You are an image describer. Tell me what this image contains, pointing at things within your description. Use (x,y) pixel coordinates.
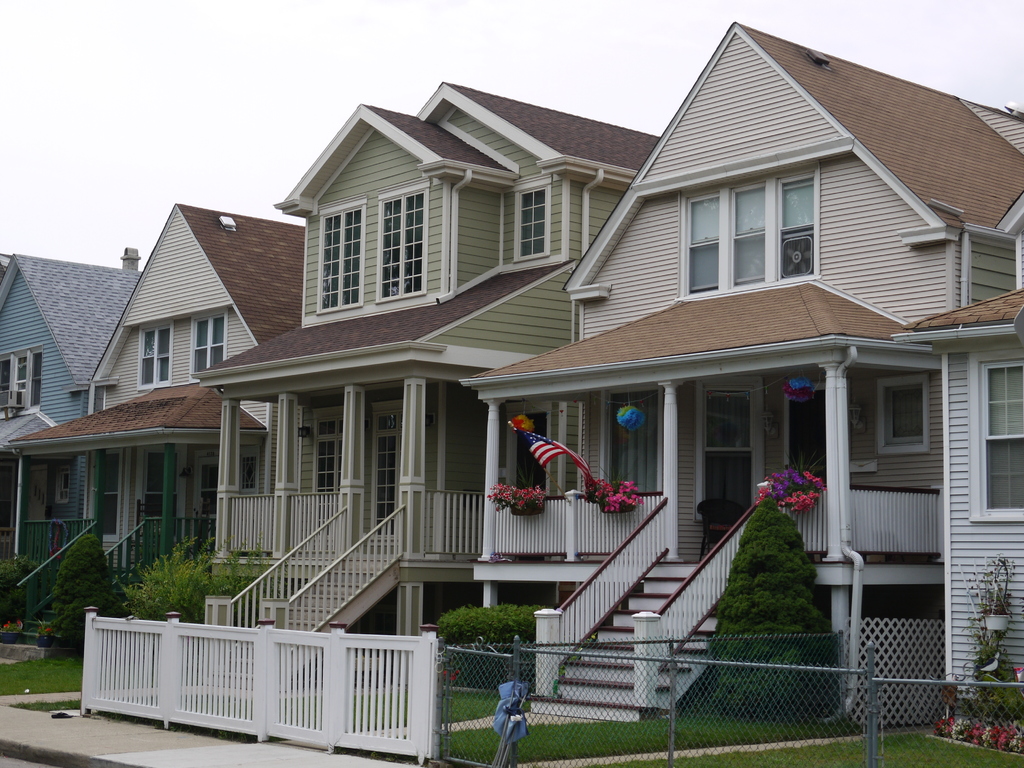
This image is taken outdoors. At the top of the image (138,174) there is the sky (326,77). At the bottom of the image (144,736) there is a floor (97,724) and there is a ground (948,753) with grass (934,750) on it. In the middle of the image (396,385) there are a few houses (370,346) with walls (900,281), windows (889,410), doors (389,472), pillars (237,440) and roofs (106,311). There are a few railings (317,539). There are many stairs (388,567). There are a few plants (753,601) and there are a few flowers (598,500) in the pots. There is a flag (554,454). There is a paper lamp (624,424). There is a wooden fence (349,705) and there is a mesh (745,720).
